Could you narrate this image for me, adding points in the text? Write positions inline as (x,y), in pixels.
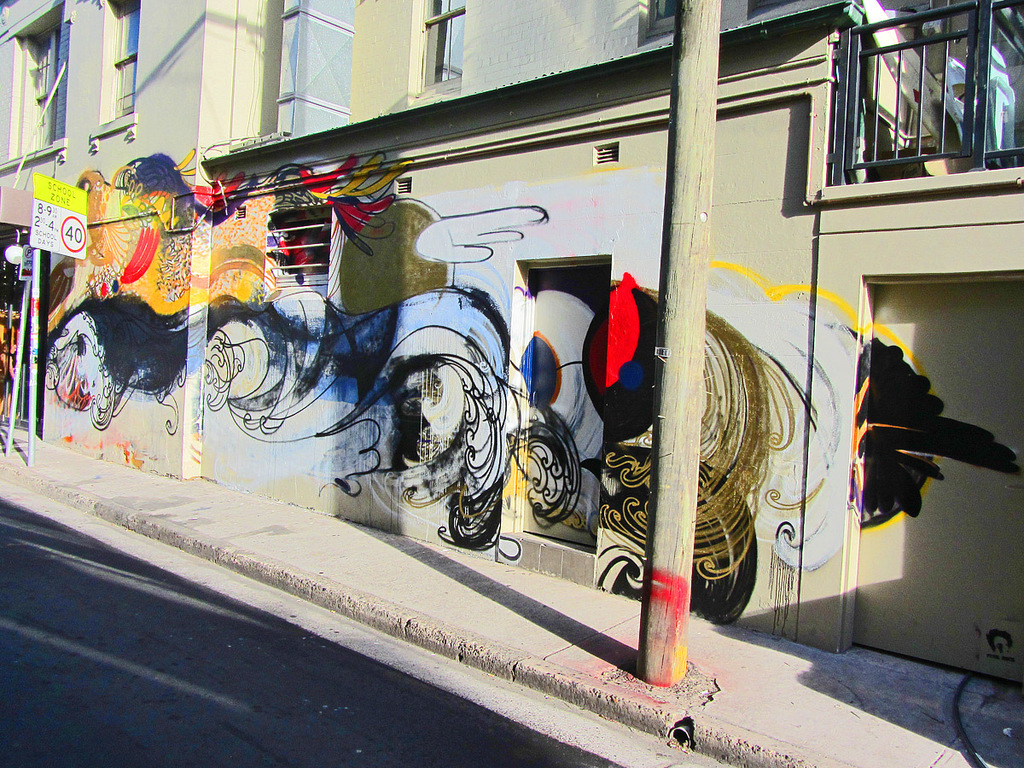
In front of the image there is a road (93,630). There are poles (36,303). There is a board (78,229) with some text (73,219) on it. In the background of the image (282,211) there is a painting (481,378) on the building (369,192).
